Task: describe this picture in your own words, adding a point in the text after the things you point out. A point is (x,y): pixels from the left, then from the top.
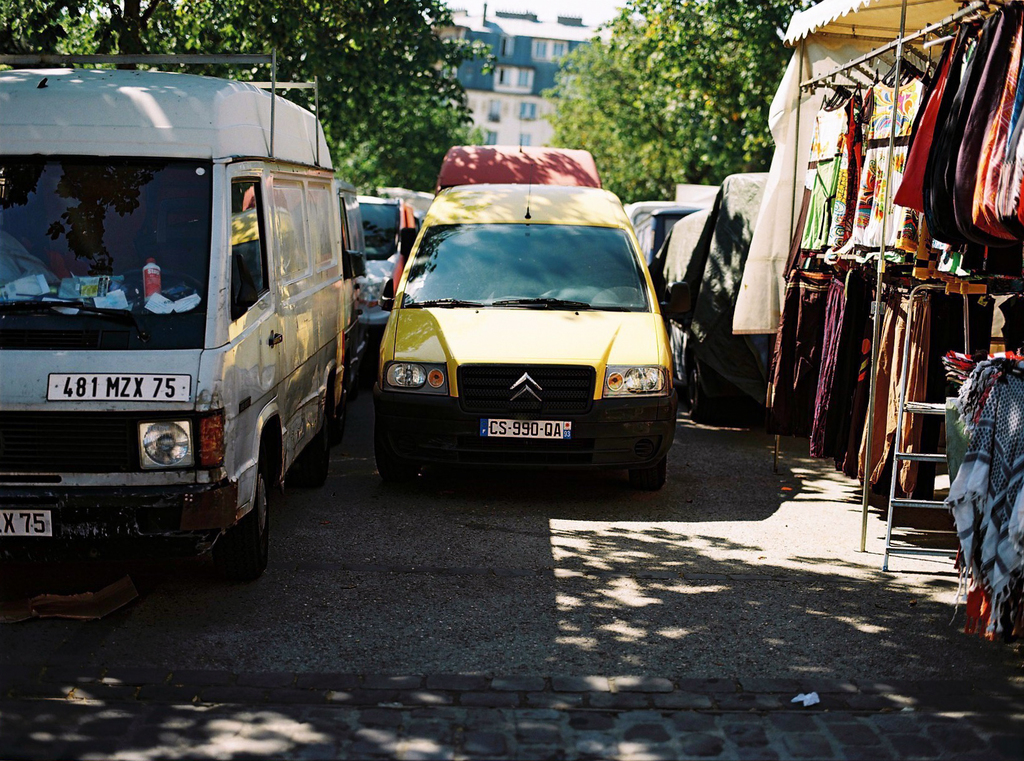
In the image we can see there are vehicles (443,259) which are parked on the road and there are clothes (900,167) kept on the hanger (894,47). Behind there are trees (309,32) and there is a building (520,89).
